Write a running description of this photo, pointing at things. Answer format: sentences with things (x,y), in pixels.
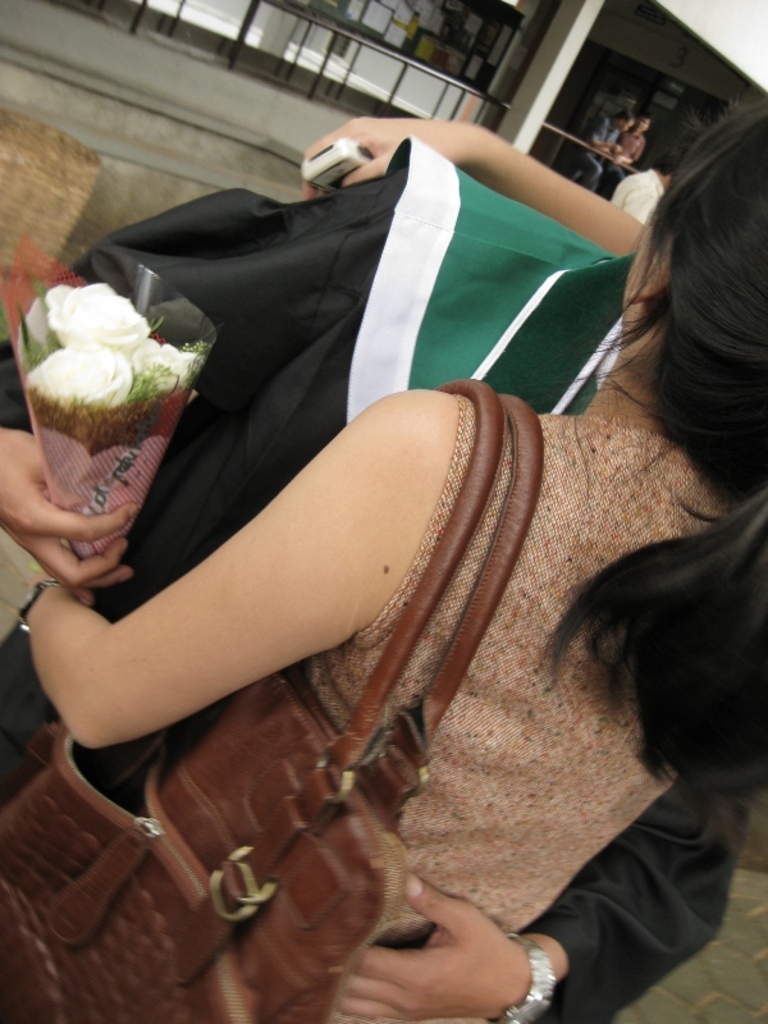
In this image we can see a woman (328,504) wearing the bag (397,636). We can also see a person (427,267) holding the bouquet (134,326). In the background (477,72) we can see the building (616,7) with a pillar (563,82), railing (560,135), people (622,139) and also a board (494,62) with the papers (369,11) attached to it.
